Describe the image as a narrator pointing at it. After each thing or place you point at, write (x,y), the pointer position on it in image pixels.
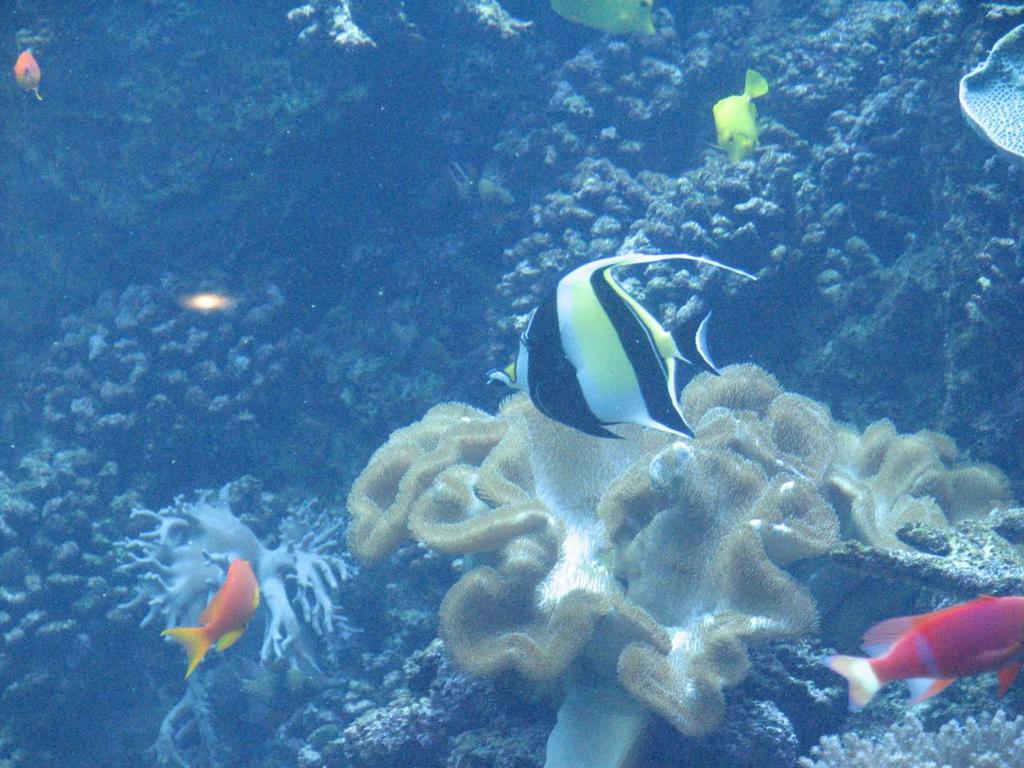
In this image we can see some colorful fishes (985,613) under the water (274,344), some plants (237,553), some bushes (946,217) and some objects (730,751) under the water (316,370).
